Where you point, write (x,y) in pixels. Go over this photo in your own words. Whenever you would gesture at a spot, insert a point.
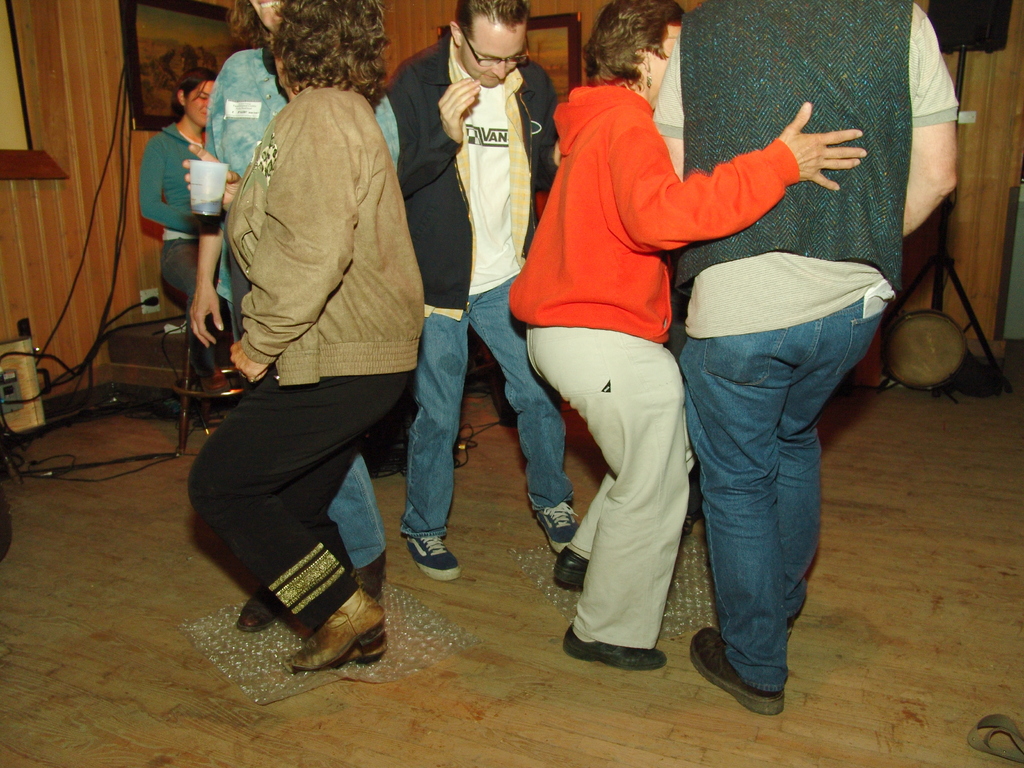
Here we can see few persons (738,250). This is floor (292,742). In the background (166,32) we can see frames (158,6), stand (959,53), speaker (957,21), cables (127,115), and wall (102,47).
